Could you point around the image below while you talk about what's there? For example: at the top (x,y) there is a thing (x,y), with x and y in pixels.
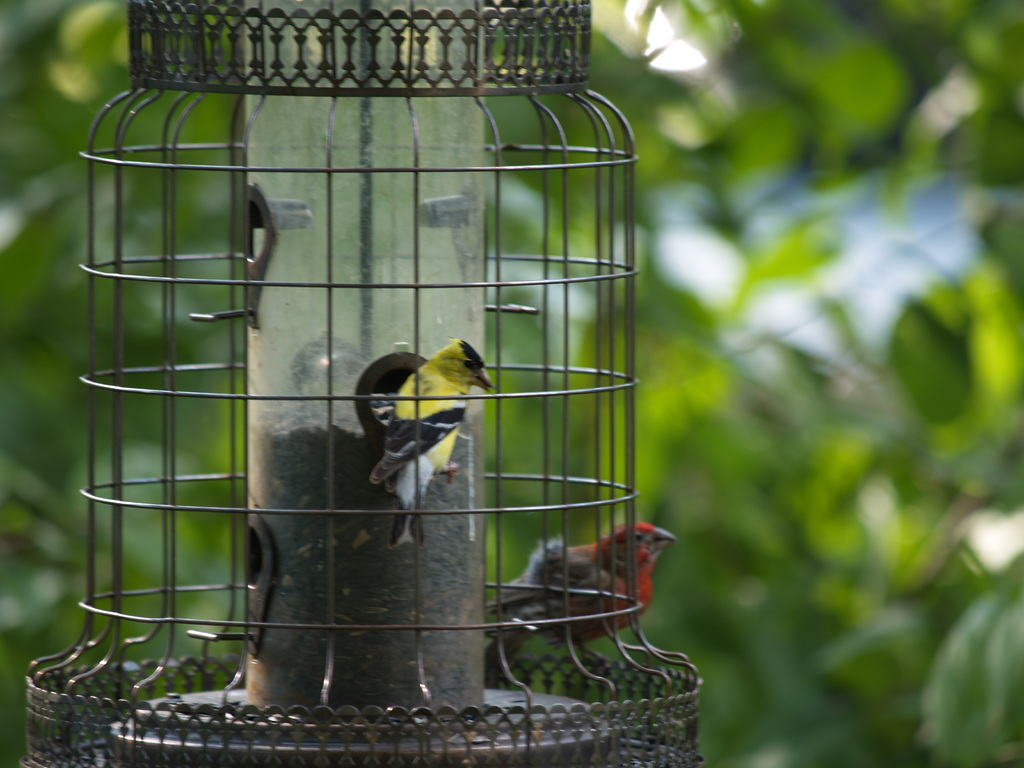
In this image we can see two birds (466,355) in the cage (566,428) and in the background (536,294) there are some plants (509,520).
